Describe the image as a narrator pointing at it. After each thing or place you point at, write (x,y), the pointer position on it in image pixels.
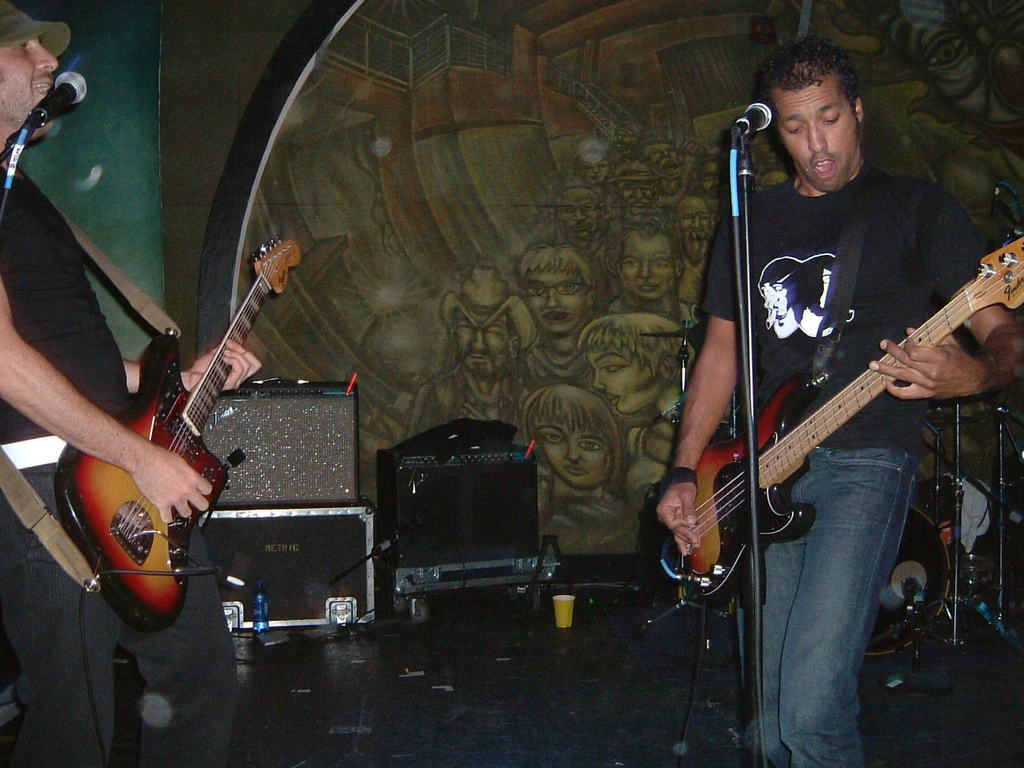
In this picture we can see two people (892,227) standing holding guitars (262,308) in their hand (173,507) and playing and singing on mic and in background (439,98) we can see wall (566,255) with painting (549,308), speakers (458,527), bottle (261,599), glass (574,616).
